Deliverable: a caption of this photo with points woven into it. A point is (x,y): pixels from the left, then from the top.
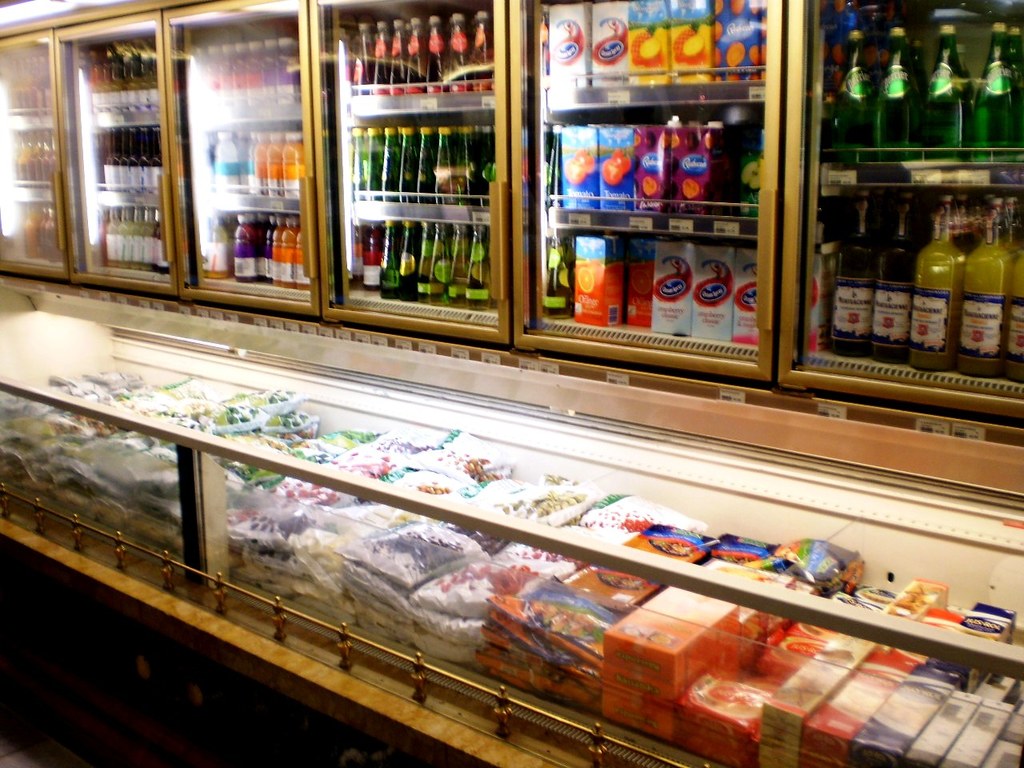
It's a closed room (648,426) with number of glass shelves (499,258) are there and in that shelves (377,216) there are bottles (405,241) and fruit juices (672,161) are present in them and there are glass tables (390,399) in that there are some food items (321,573) are present.
